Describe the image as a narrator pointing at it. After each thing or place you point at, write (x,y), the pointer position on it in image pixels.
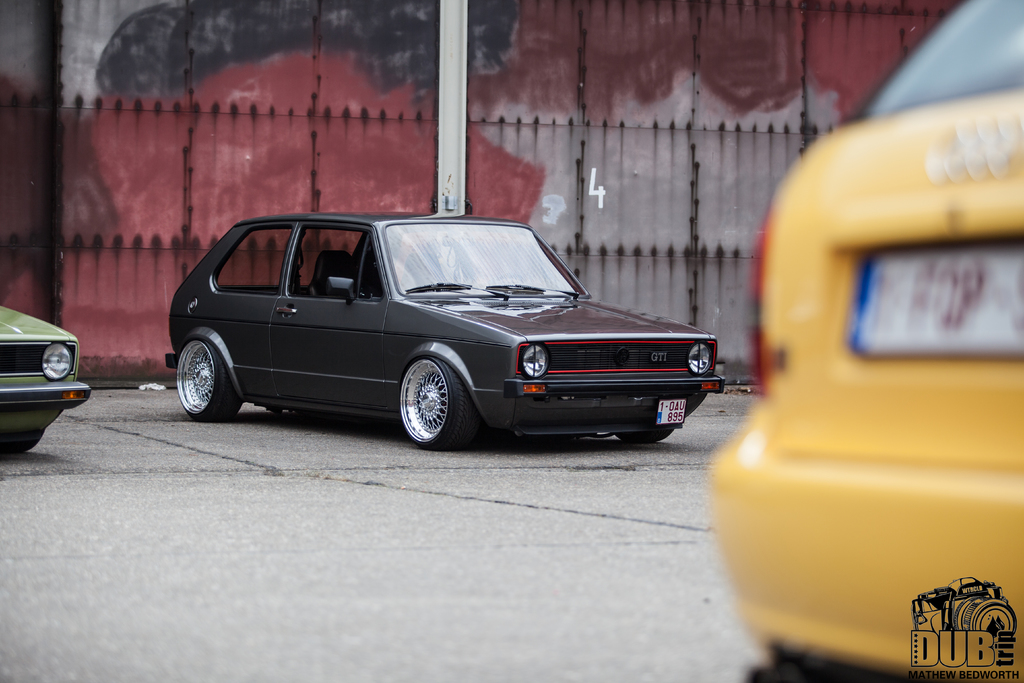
In this image in the center (404,403) there are cars (504,388) on the road (4,594) and in the background (521,161) there is a fence (598,165) and there is a pole (457,144) which is white in colour.
